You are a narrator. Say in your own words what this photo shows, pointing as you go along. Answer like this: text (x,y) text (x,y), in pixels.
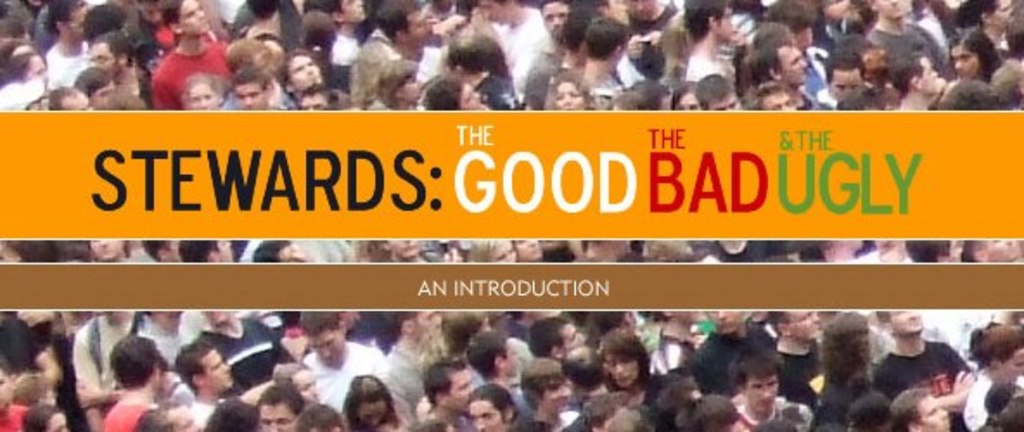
In this image, we can see a group of people (890,407). In the middle of the image (605,167), we can see some text (850,192) on an orange and brown surface (682,270).
